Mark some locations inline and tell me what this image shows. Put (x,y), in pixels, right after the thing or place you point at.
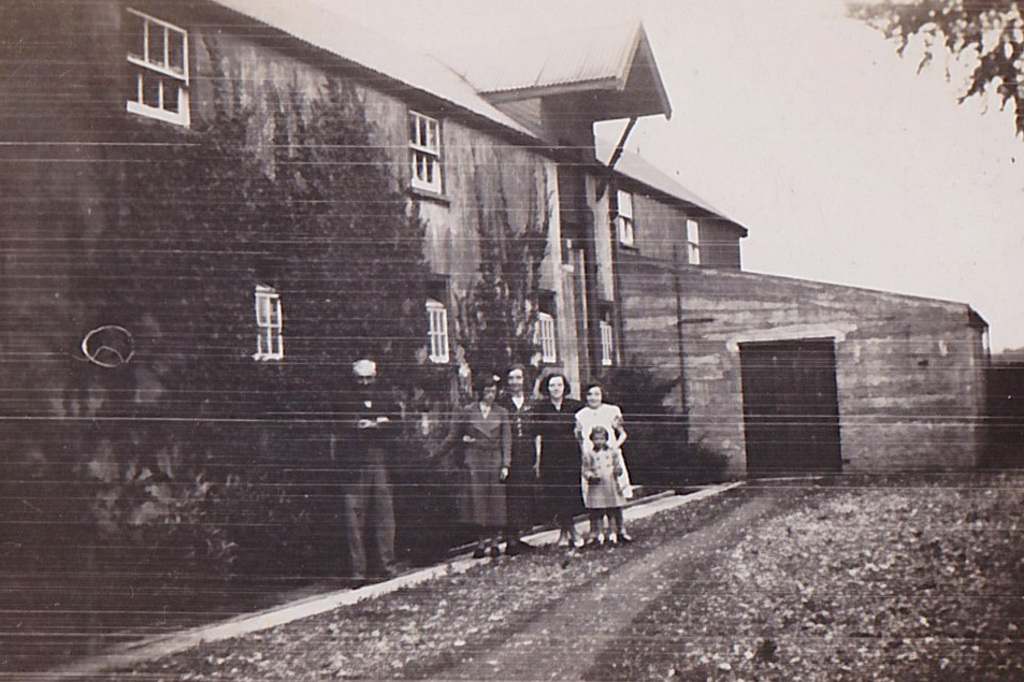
In this picture we can see a man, 4 women (574,417) and a kid (593,456) standing in front of a house (227,385) and looking at someone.
